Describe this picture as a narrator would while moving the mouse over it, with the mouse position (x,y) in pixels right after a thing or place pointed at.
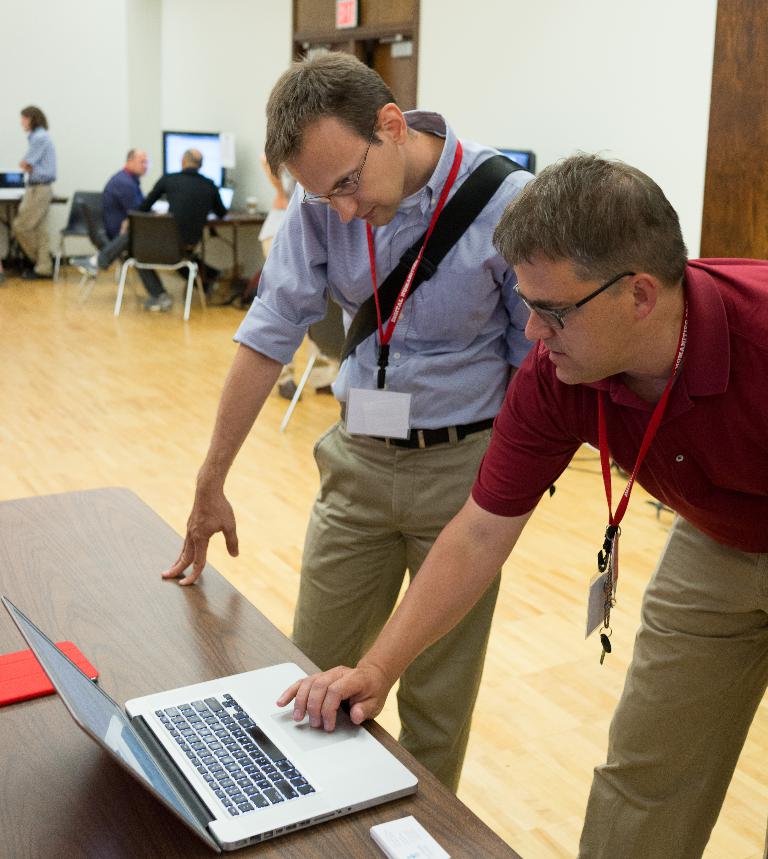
This picture is clicked inside. On the right (562,280) there is a person (676,389) wearing red color t-shirt (668,440), standing on the ground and seems to be working on a laptop (199,737) and there is another person (404,227) wearing blue color shirt (404,227) and standing on the ground (311,417) and there are some objects (434,845) placed on the table (110,566). In the background (144,177) we can see the wall (636,24), door (325,1) and group of persons (126,194) sitting on the chairs (89,233) and a person (45,209) standing on the ground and we can see the tables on the top of which many number of items (8,185) are placed.
